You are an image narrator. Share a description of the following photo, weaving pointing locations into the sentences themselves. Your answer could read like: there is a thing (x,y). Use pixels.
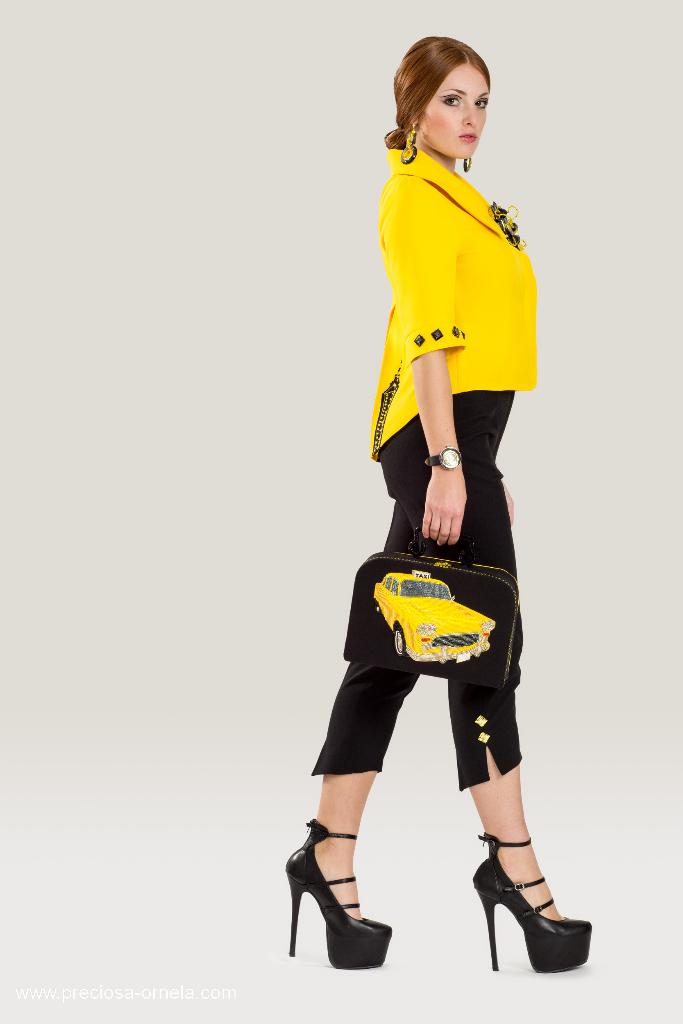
In this image I can see a person (486,513) holding black bag (461,615). She is wearing yellow and black color dress (505,349). Background (52,410) is in white color.
